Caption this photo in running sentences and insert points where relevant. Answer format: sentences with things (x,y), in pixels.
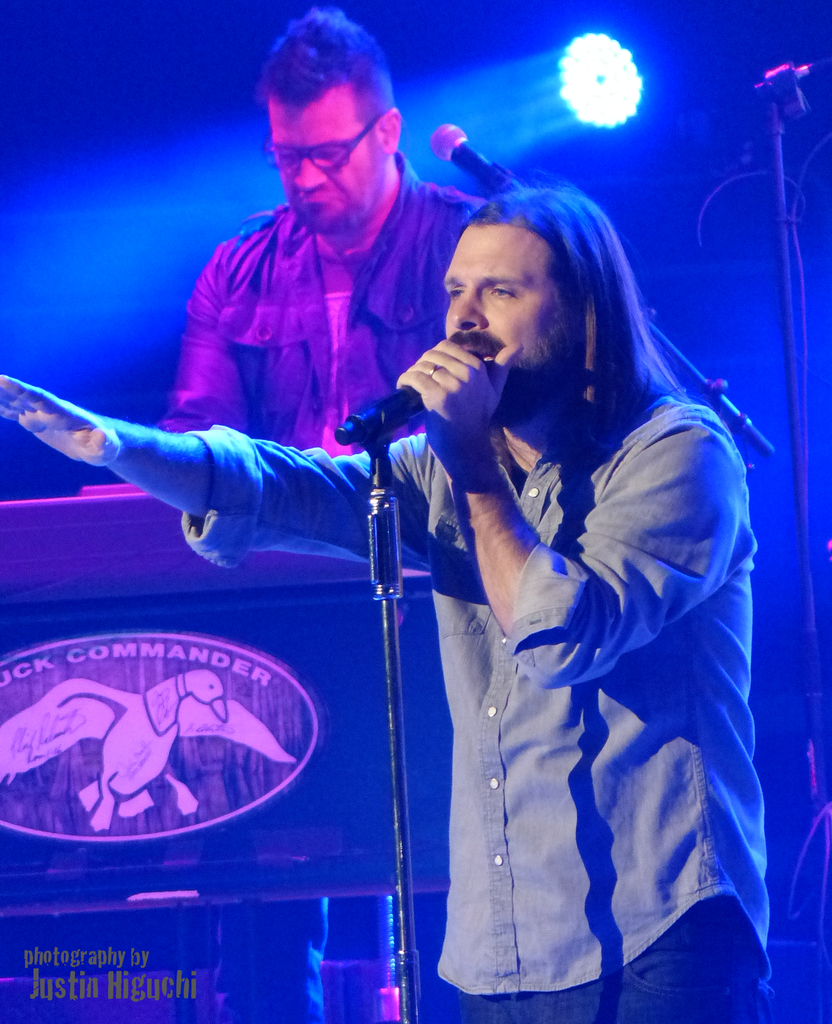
In this picture, we can see two persons (570,475), among them a person (454,351) is holding a microphone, we can see some microphones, and table (52,871) with poster (46,710) attached to it, we can see the dark background (153,942) with blue light (663,303).
